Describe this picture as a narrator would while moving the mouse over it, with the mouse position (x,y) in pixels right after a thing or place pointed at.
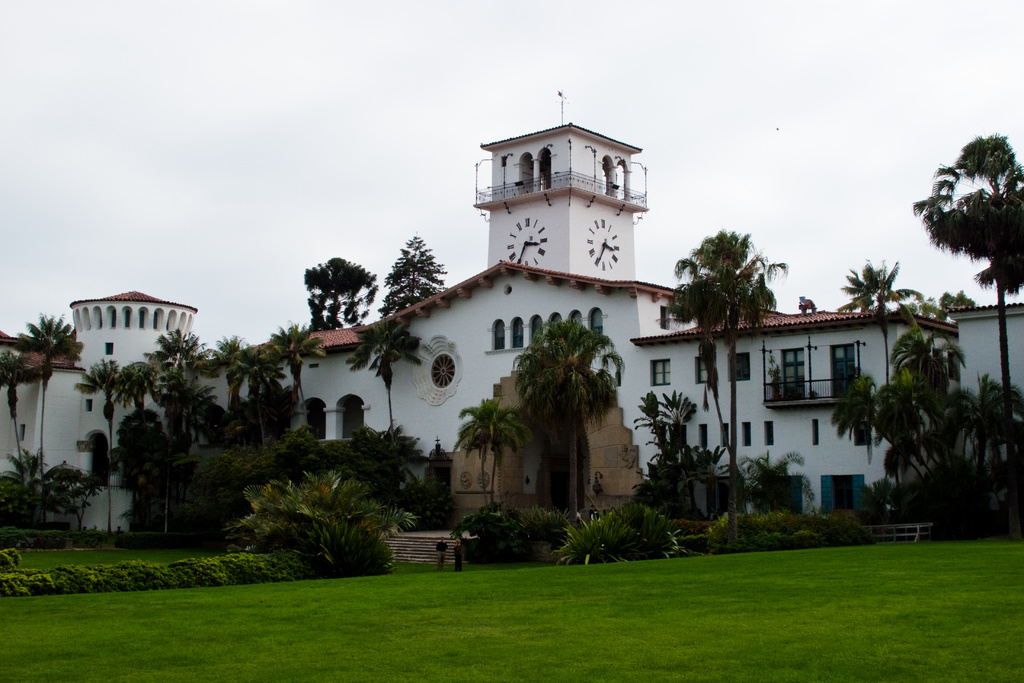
In this picture we can see two people (439,549) on the grass (412,655), trees (24,484), steps (453,541), buildings (64,434) with windows (518,332) and in the background (451,106) we can see the sky (633,92).
